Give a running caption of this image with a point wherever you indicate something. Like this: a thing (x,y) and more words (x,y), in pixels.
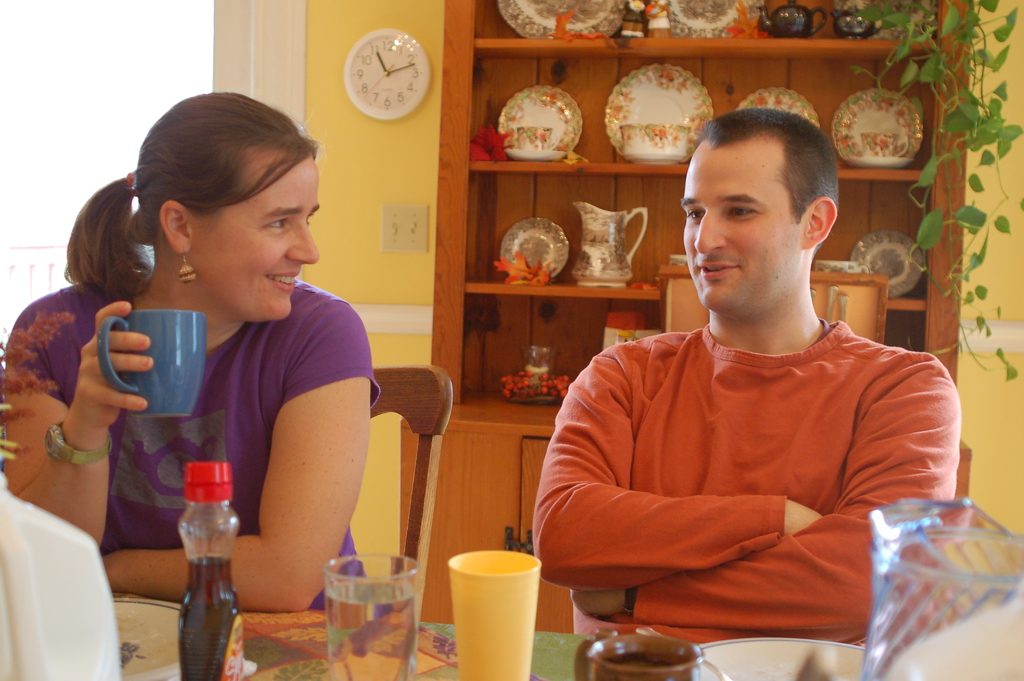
In this image there is a woman (215,339) sitting on a chair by holding on a cup (166,399) in her hand (84,406), having a smile on her face (227,273), beside the woman (264,380) there is a man (700,471) seated in a chair (693,325) with a smile on his face (694,221), in front of them on the table (261,628) there is a glass (366,612), cup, a bottle of sauce (234,628), plate (774,679) and a glass jar (925,585), behind them on the cupboard (760,70) there are a few plates (610,108) and glasses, beside the cupboard (529,170) there is a wall clock (405,89).
